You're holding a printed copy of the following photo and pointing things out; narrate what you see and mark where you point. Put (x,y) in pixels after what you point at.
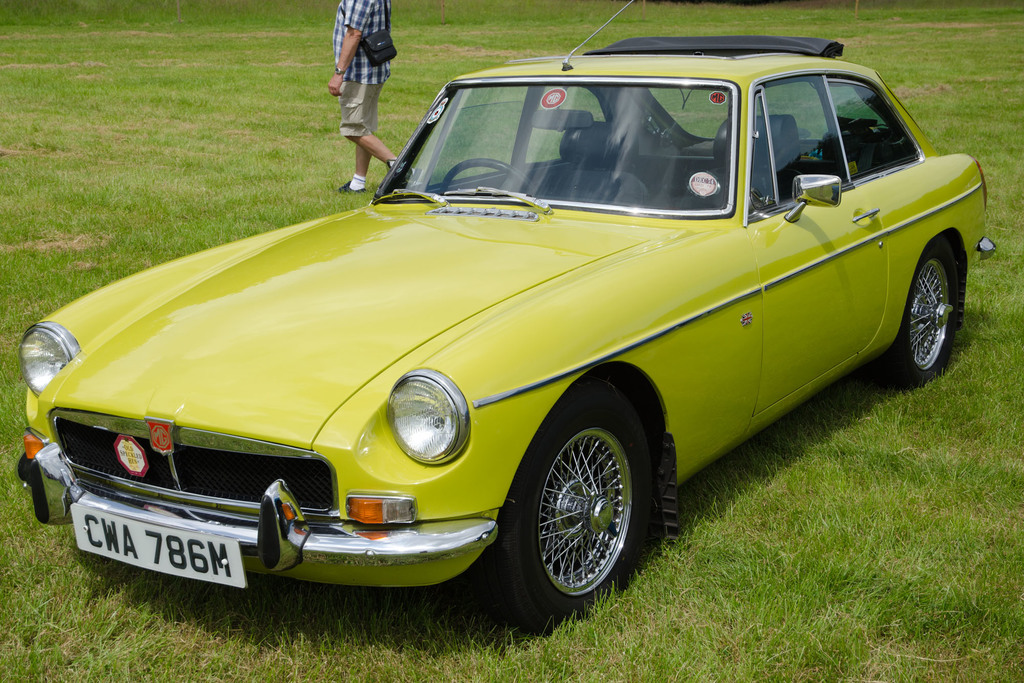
In this image I can see a car (481,293) which is greenish yellow in color is on the ground (763,492). I can see some grass (805,568) on the ground (764,581) and in the background (368,69) I can see a person (375,146) wearing black color bag (380,38) is standing on the ground (202,230).
